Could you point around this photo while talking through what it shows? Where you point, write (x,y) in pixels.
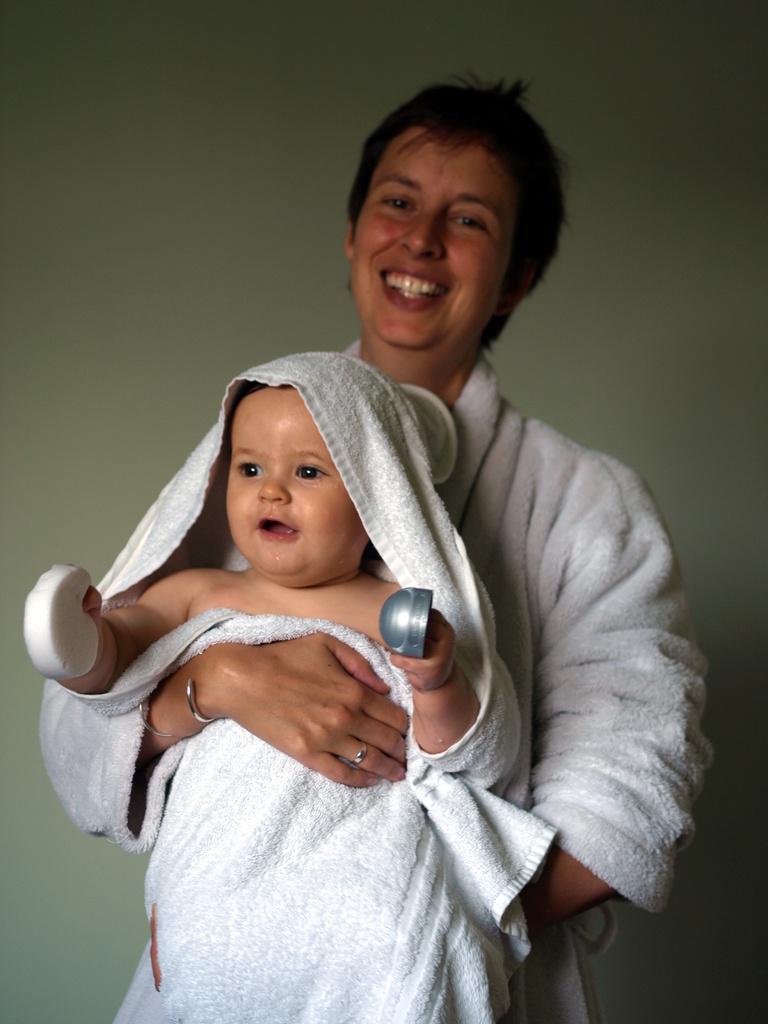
In this picture, we can see a person (460,482) holding a baby (446,643) and, the baby (296,551) is holding some objects (74,608), and we can see the wall (18,795) in the background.
